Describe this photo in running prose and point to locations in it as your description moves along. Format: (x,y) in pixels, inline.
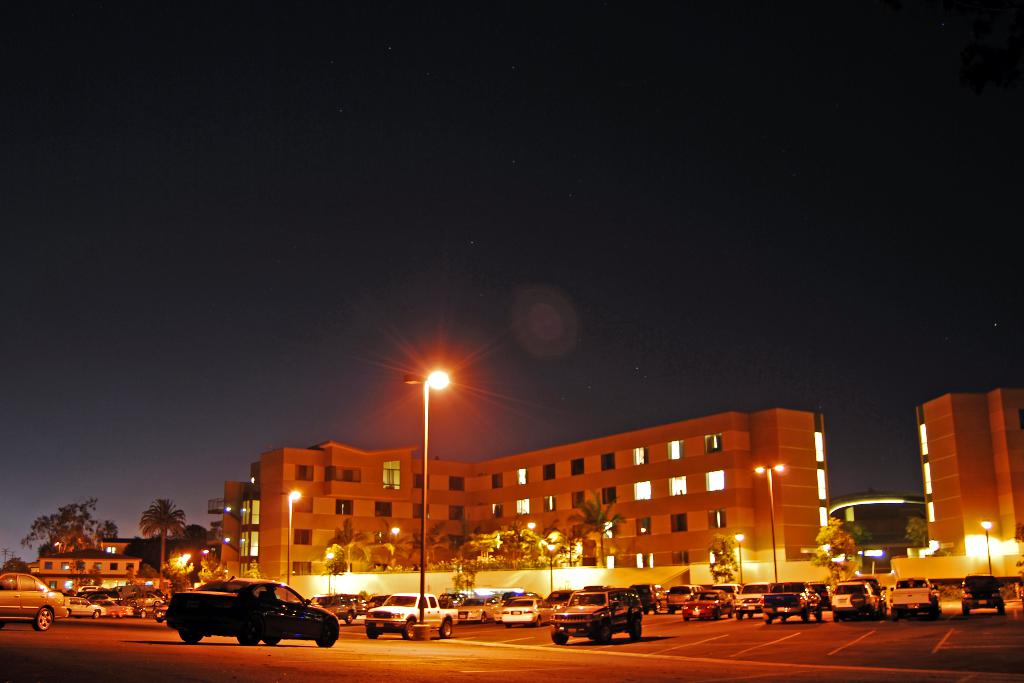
There are few cars (462,615) parked in parking place (876,630) and there are trees (526,555) and buildings (246,529) in the background (647,497).
